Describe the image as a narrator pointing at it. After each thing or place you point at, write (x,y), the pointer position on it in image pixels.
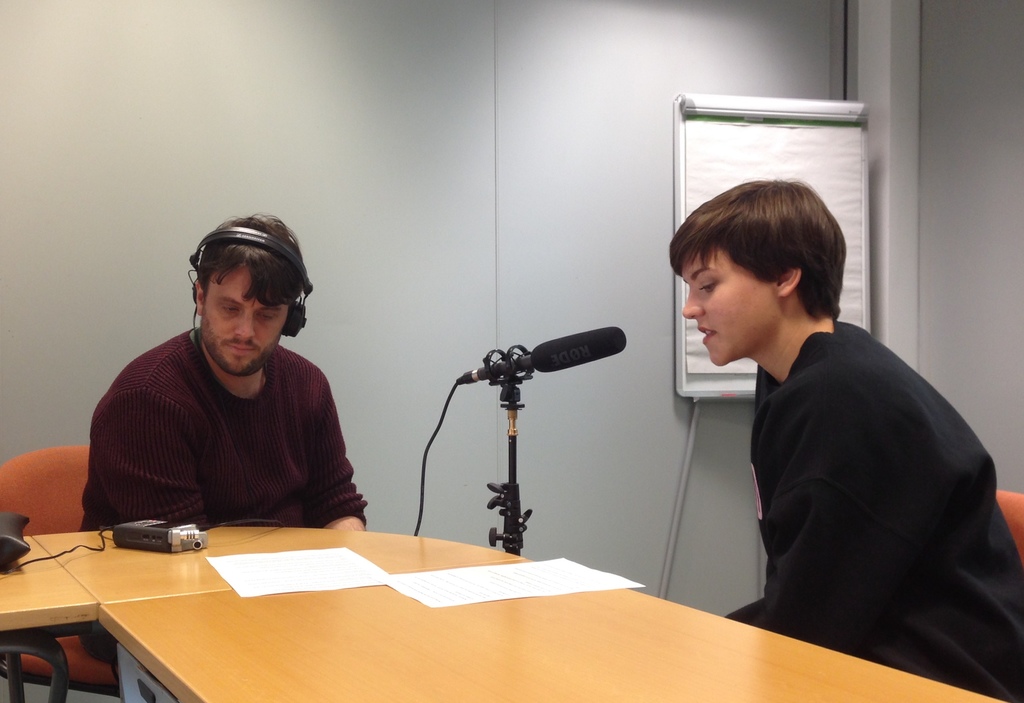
This is an inside view. On the right side (819,402) there is a person (882,534) sitting on a chair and speaking on a mike (543,354). On the left side (169,364) there is a man (191,398) wearing a headset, sitting on a chair (62,475) and looking at the downwards. At the bottom (234,651) there is a table (476,642) on which few papers (284,572) and some other objects (150,543) are placed. In the background (808,163) there is a board (756,151) attached to the wall (464,173).
